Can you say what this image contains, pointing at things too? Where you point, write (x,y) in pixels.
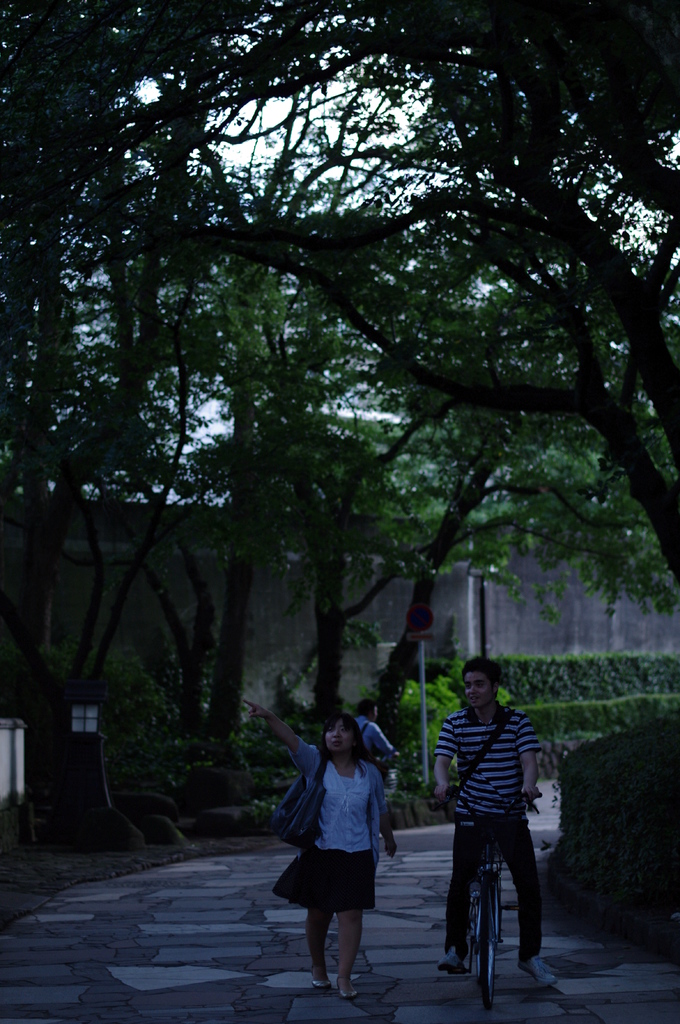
This image is taken in outdoors. At the top of the image (212,119) there are many trees (400,93) and a sky (327,108) and a wall (378,601) behind the trees (330,589). There are few plants (407,746) in this image. In the left side of the image (75,705) there is a light (82,747). In the middle of the image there is a woman (334,726) walking on a sidewalk (226,941) and a man (368,728) riding on bicycle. In the right side of the image (518,754) a man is riding on a bicycle (486,972) back of him there is a sign board (417,607).
